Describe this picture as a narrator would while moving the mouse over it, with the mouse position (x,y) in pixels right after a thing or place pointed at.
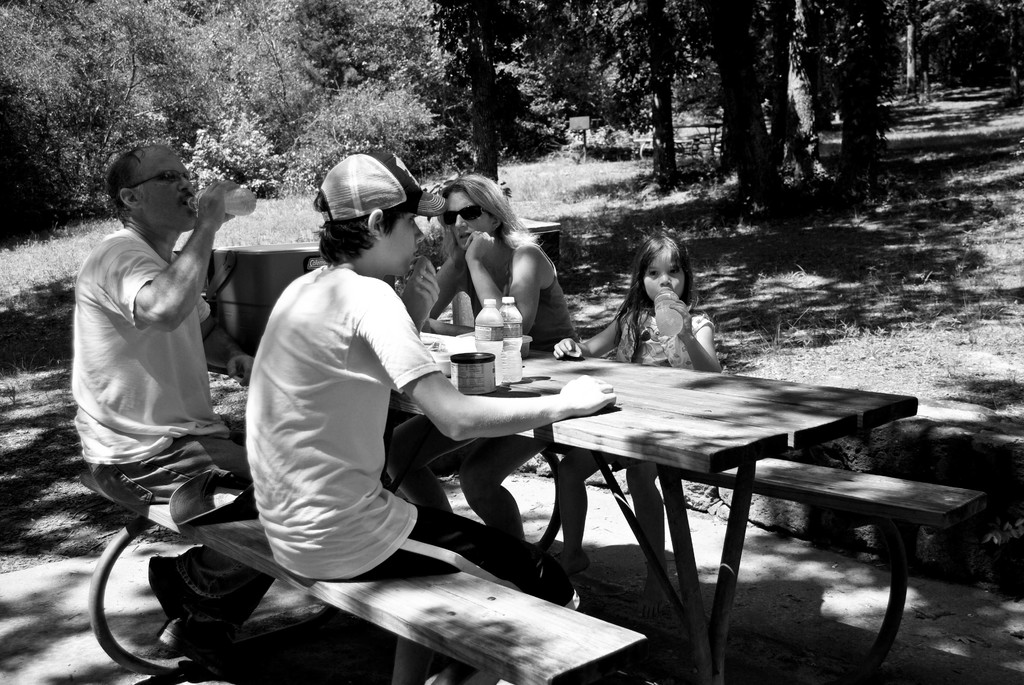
In this image I can see some people (357,321) are sitting. I can see objects (485,378) on the table (635,378). In the background (570,143), I can see the trees (441,69). I can see the grass (877,282).
